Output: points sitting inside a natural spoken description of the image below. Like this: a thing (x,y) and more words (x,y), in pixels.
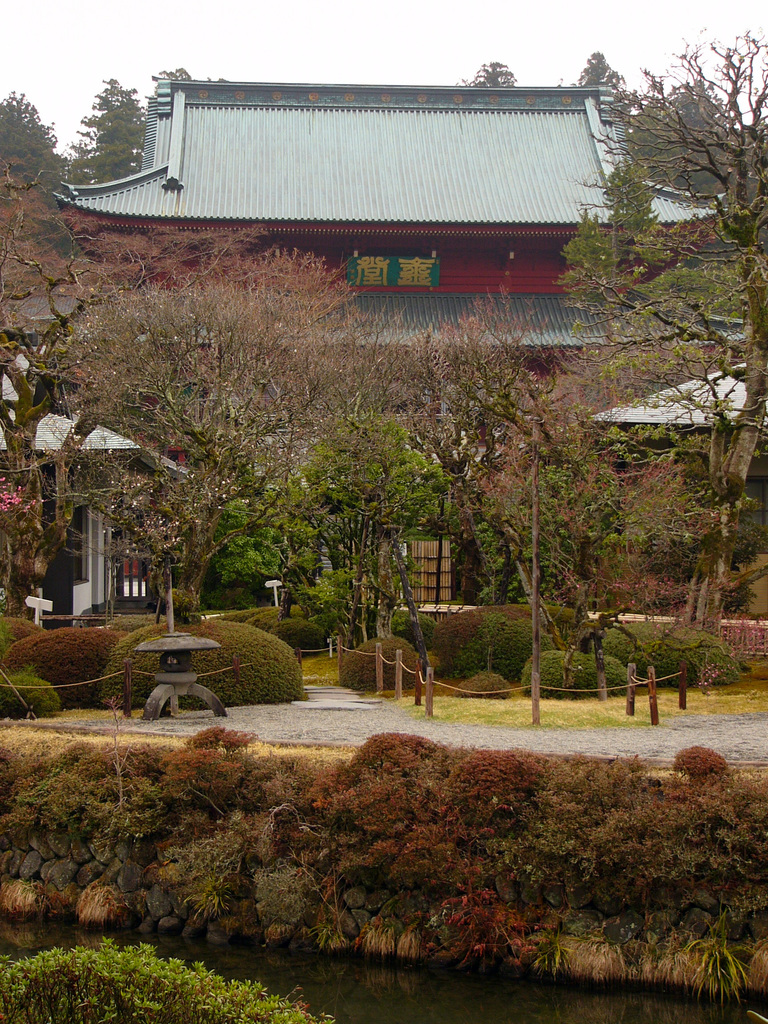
In this picture there is a building (468,313) and there are trees (390,537) and plants (262,554) in front of it and there are some other trees (88,135) in the background (685,185).
